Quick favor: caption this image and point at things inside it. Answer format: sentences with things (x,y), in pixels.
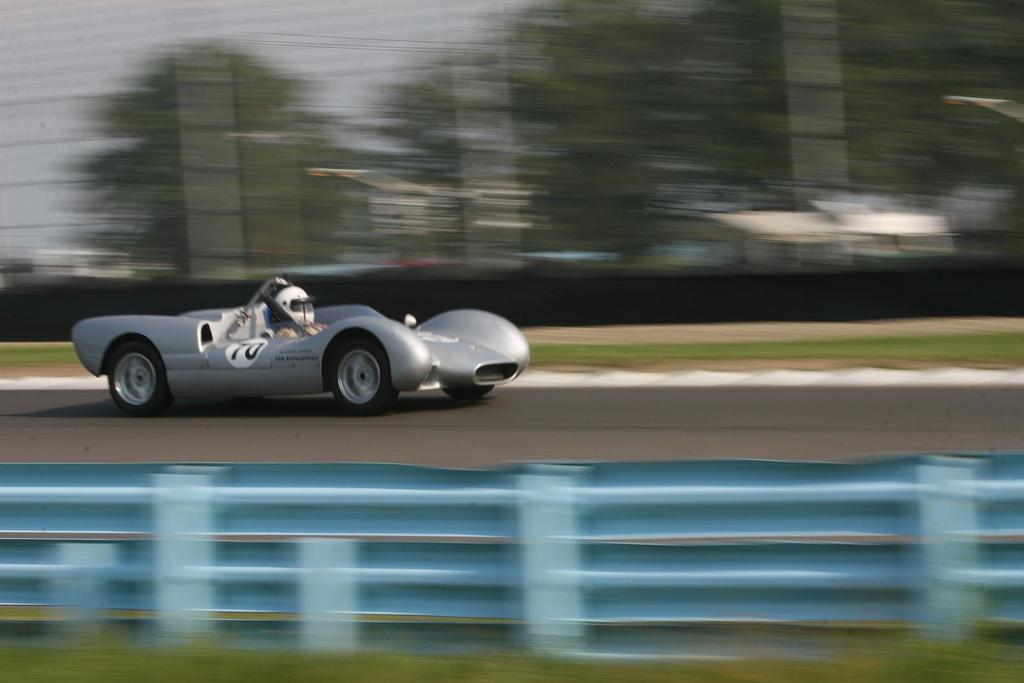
In this image we can see a person (281,322) wearing the helmet (305,317) and sitting in the race car (377,362). We can also see the road (573,458), trees (305,198) and also the sky (257,37). The image is blurred. At the bottom (517,664) we can see the grass (830,671).
